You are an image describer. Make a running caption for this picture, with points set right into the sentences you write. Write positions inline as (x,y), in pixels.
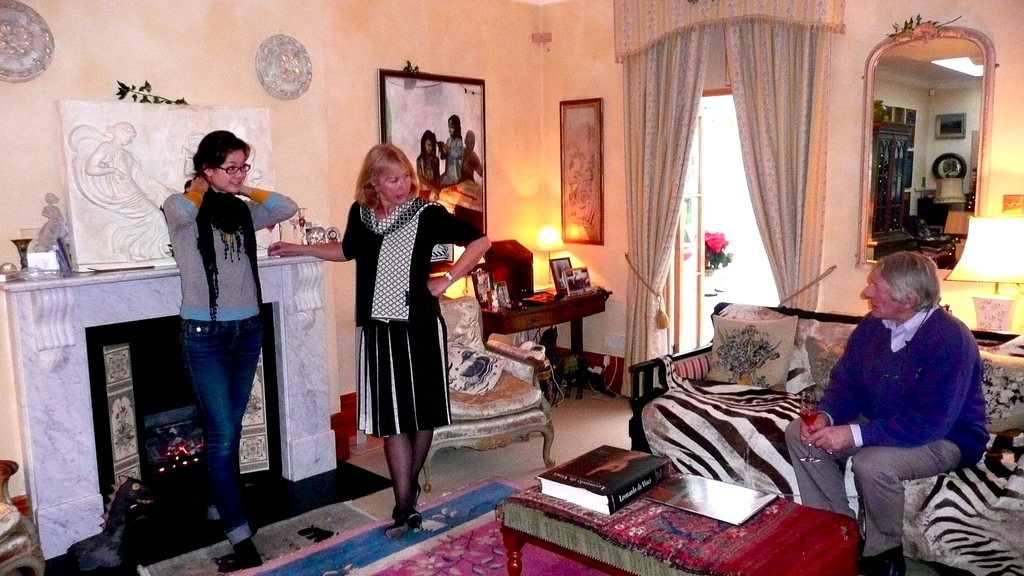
In this image I can see the inner view of a home (225,71). I can see three people (924,280), two women (397,268) and a man (897,287). I can see so many homely objects (641,351) like a sofa (778,490), chairs (15,517), tables (748,533), wall paintings (432,140), curtains (803,150), mirrors (902,152), lamps (975,273), carvings (96,225) wall hangings (271,78) and potted plants (725,245) and some books (659,498) and so many other objects (479,522).
